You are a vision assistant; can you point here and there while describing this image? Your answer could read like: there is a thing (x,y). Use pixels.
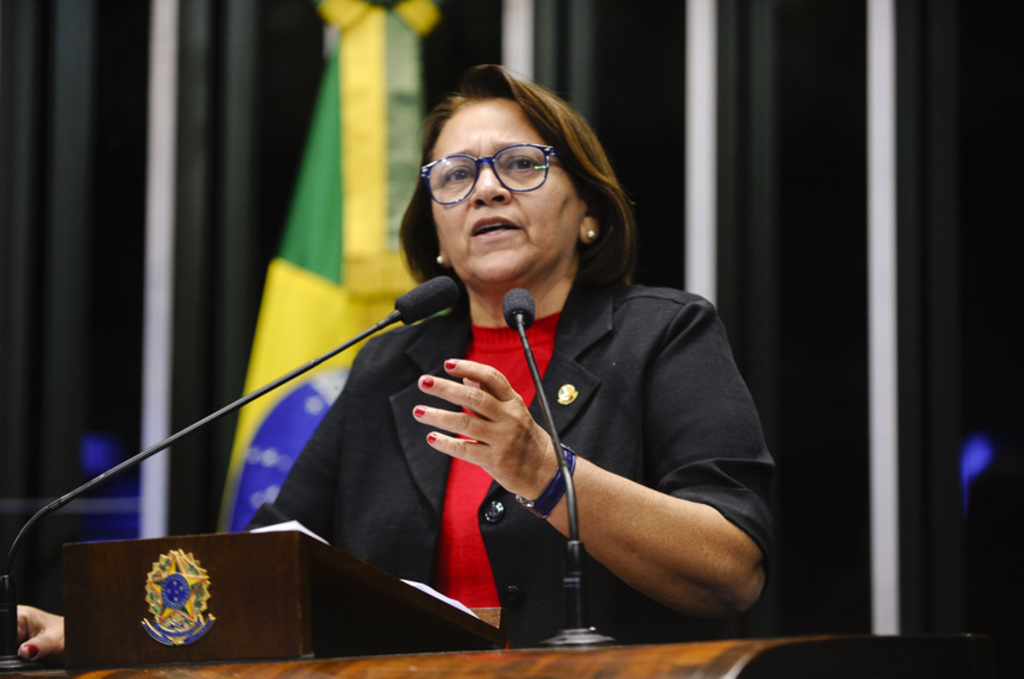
In this image we can see a woman (646,317) standing and talking and there is a podium (229,615) in front of her and we can see two mics (12,542). There is an object (372,109) which looks like a flag (368,318) and in the background (839,144) the image is blurred.
